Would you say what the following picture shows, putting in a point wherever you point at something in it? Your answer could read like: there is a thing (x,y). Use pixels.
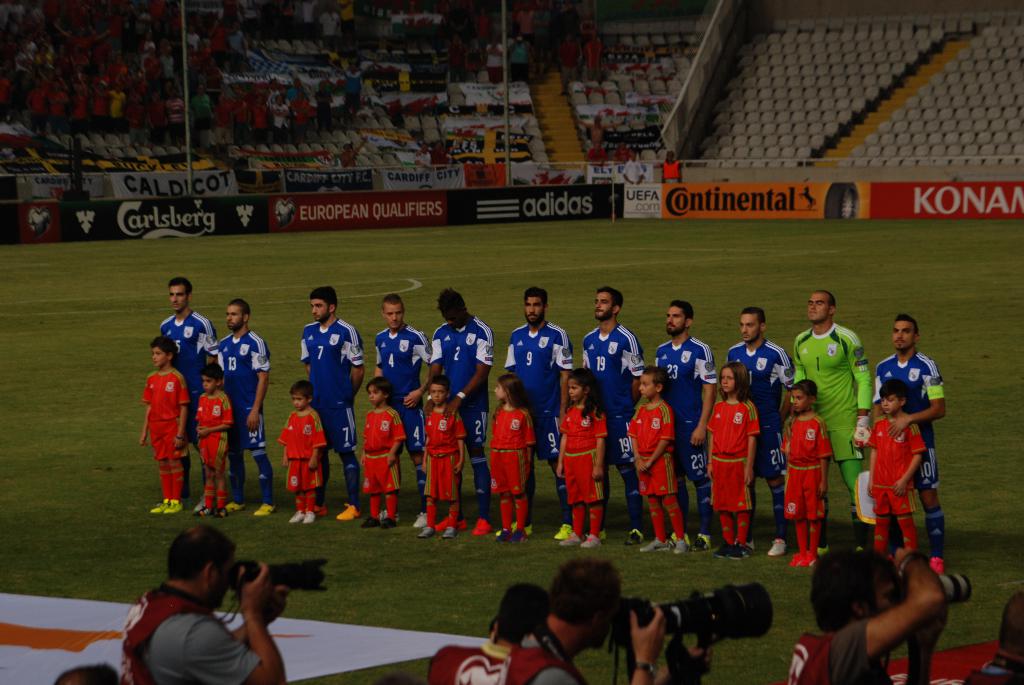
In this image in front (230,661) there are people (609,625) holding the cameras (770,612). In front of them there are players (395,402) and childrens (713,496) standing on the ground (492,551). On the left side of the image (295,647) there is a banner (326,636) on the grass (405,602). In the background of the image (483,193) there are banners (431,186). There are chairs (829,118) and there are a few other people (146,90).
